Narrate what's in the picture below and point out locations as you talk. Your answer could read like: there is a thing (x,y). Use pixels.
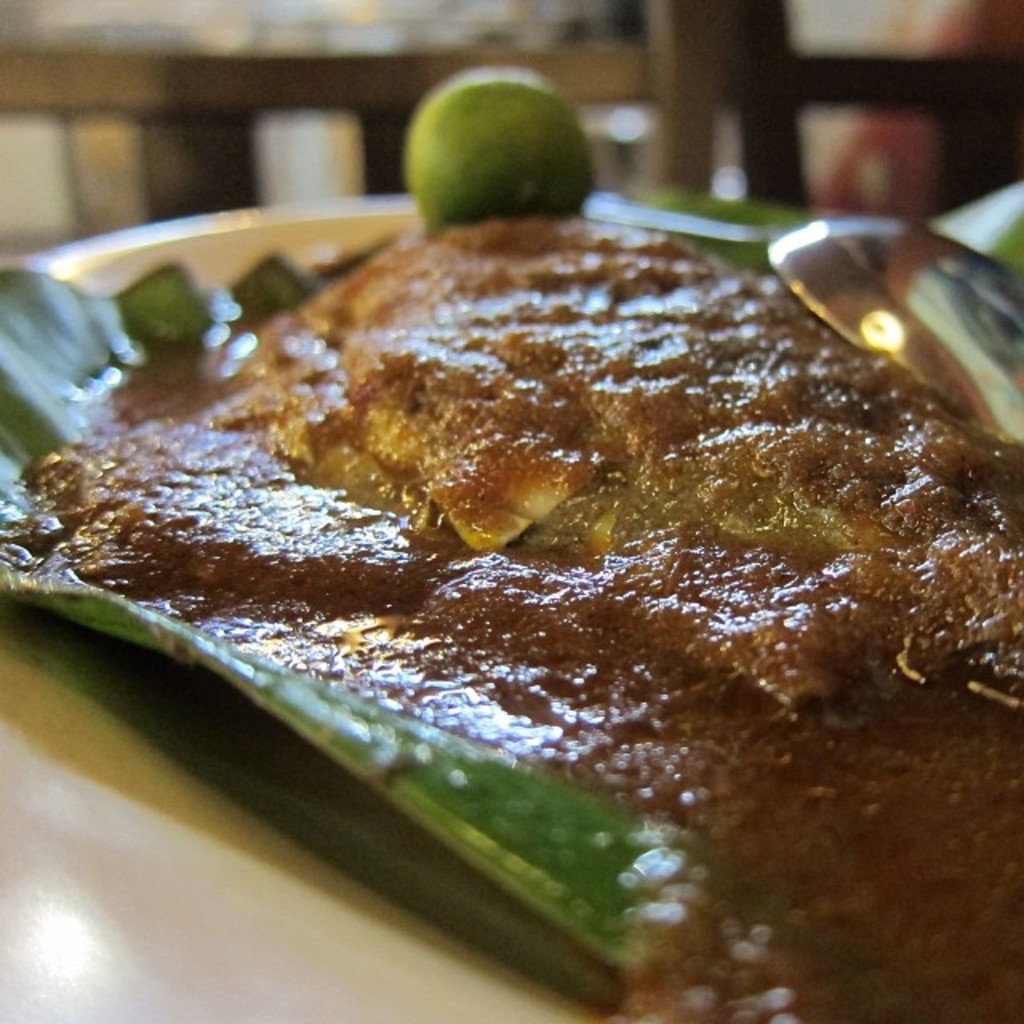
In the given image i can see a food item (506,587) in the plate (14,736) included with spoon (831,312).
